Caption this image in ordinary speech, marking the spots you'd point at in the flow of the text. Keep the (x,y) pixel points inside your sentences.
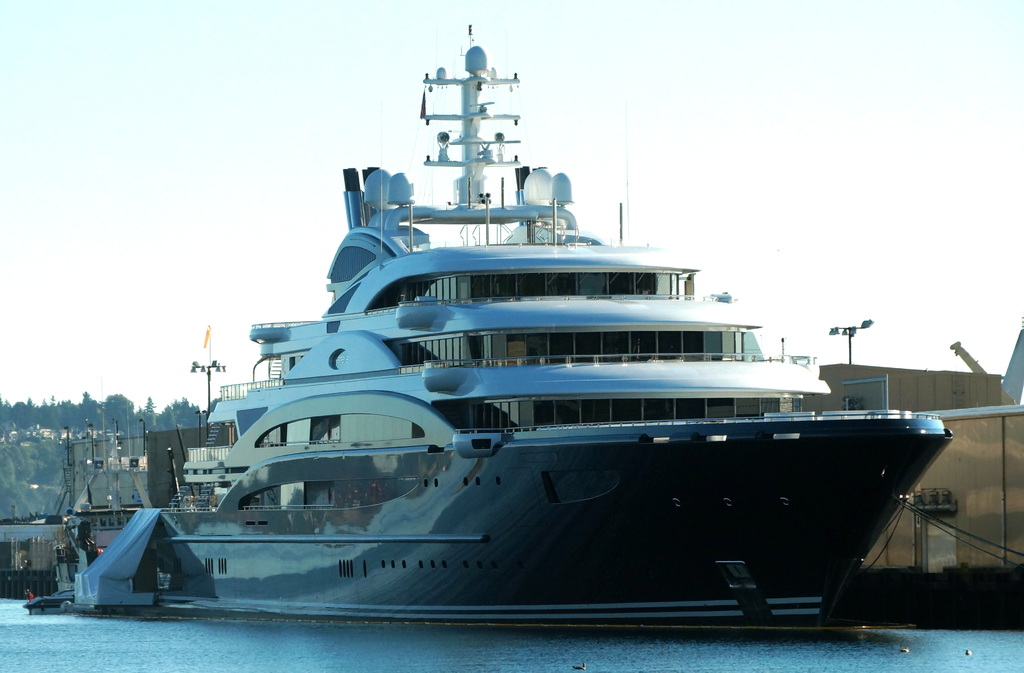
In this image I can see a ship (367,491) on the water (139,641). In the background (88,473) there are few buildings (968,402). On the left side (44,437) there are some trees (49,411). At the top of the image (128,127) I can see the sky (150,114).
